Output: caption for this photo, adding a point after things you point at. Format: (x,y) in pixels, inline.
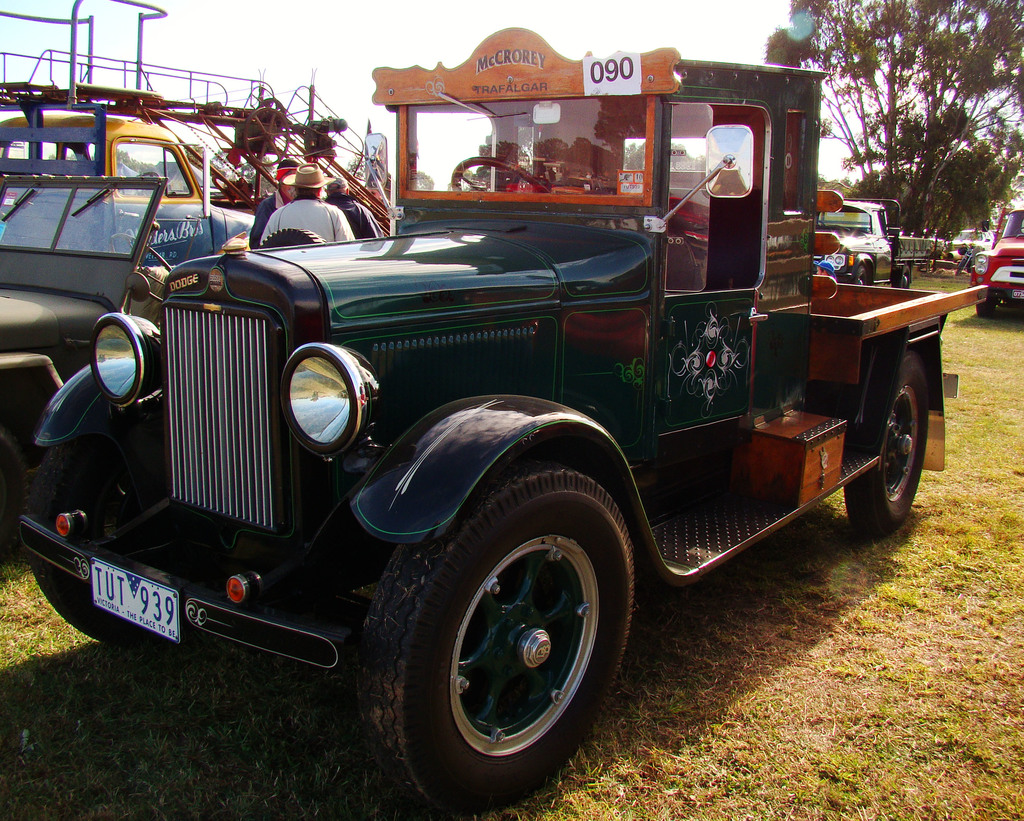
There are vehicles (608,365) on the ground (948,341). Here we can see grass (351,723), trees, and few persons (359,205). In the background (381,30) there is sky (617,37).
